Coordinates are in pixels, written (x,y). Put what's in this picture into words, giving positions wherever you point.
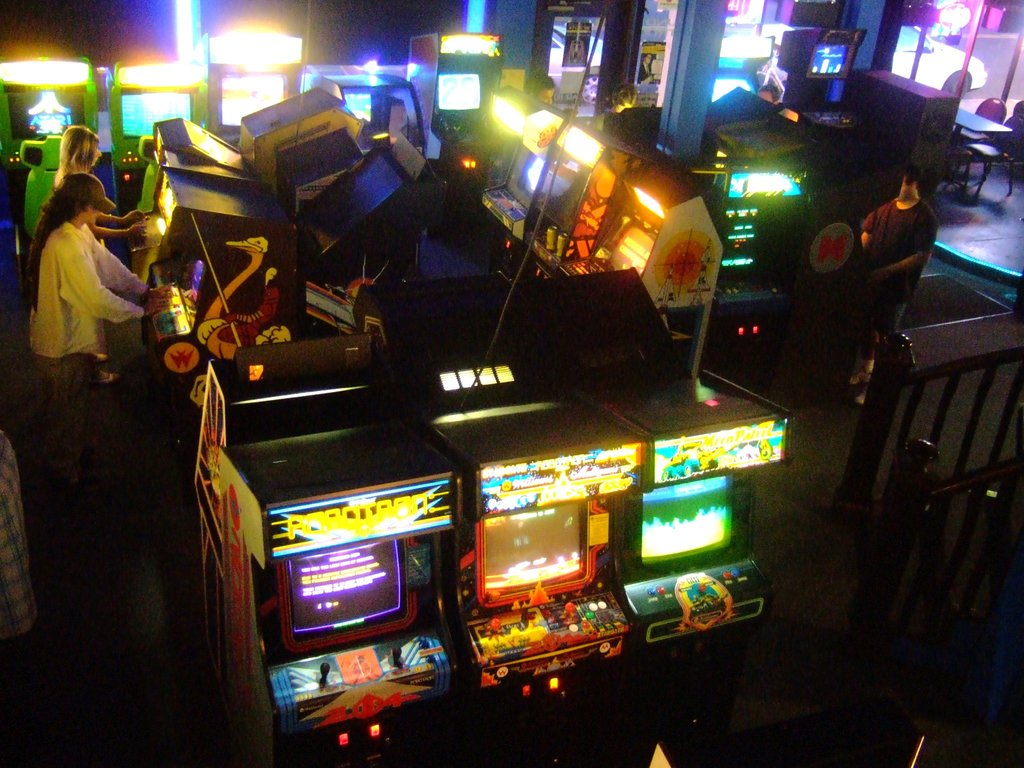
I can see two people (66,252) standing. These are the video gaming machines (650,228). On the right side of the image (964,170), that looks like a table (968,125) and a chair (983,152). This is a pillar (696,103). Here is another person (891,276) standing. I think these people (141,232) are playing the video games. This looks like a wooden baluster (907,536).
